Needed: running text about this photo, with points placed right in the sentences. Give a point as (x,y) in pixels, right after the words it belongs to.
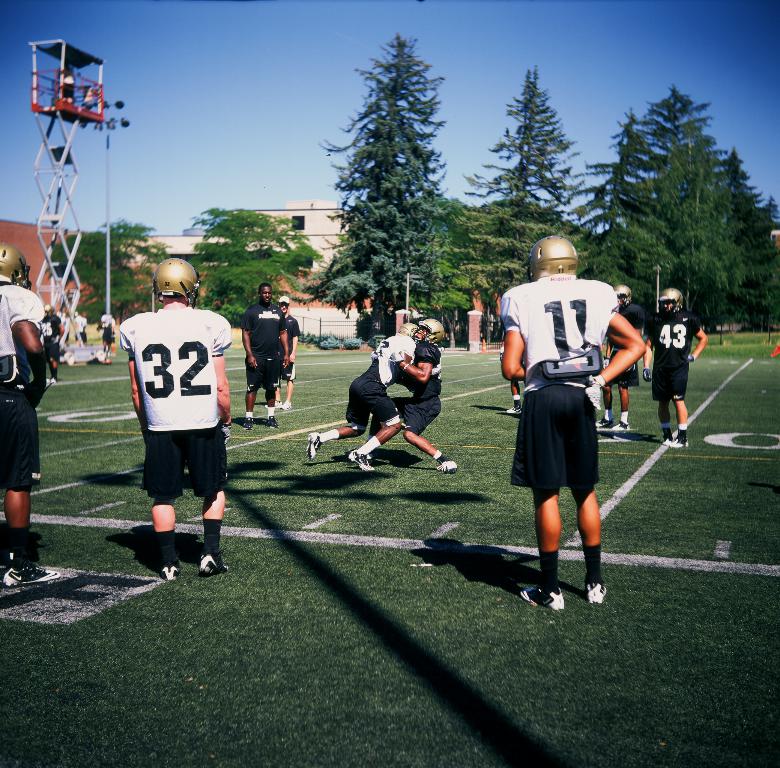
In this image I can see few people (218,496) are wearing black and white color dresses (546,398) and helmets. I can see few trees (377,208), light-poles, building (173,248), sky (289,147) and the electric ladder (60,81).
